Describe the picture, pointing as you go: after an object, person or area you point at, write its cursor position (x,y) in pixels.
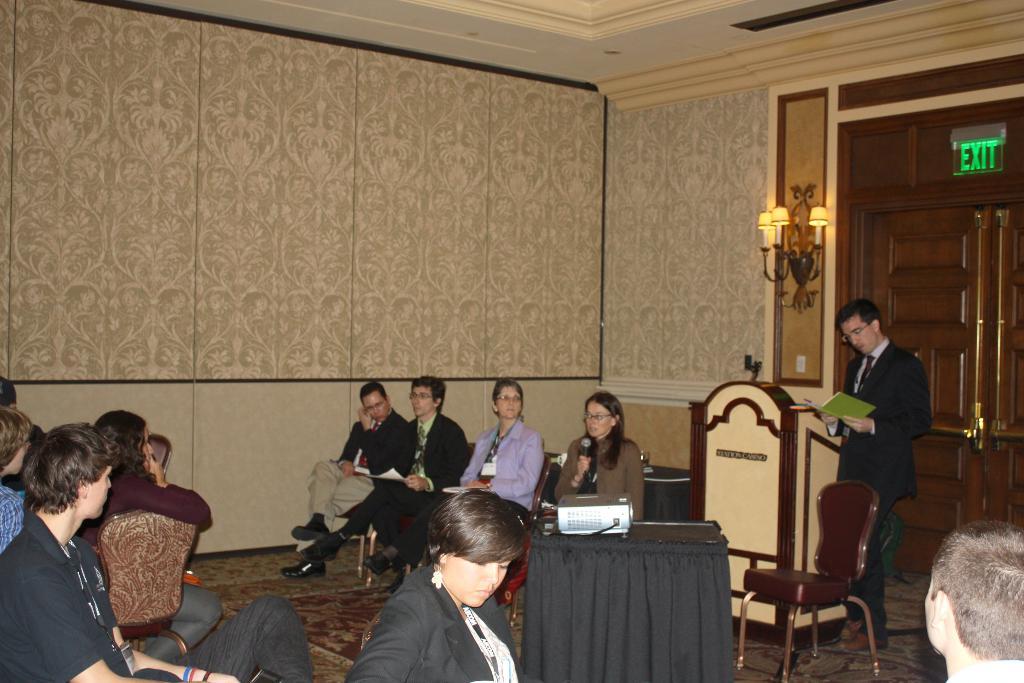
In this picture there are group of peoples (206,503) those who are sitting on the chairs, there are four people (415,466) those who are sitting in front of the audience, there is a table (655,538) at the right side of the image (750,587) and a chair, there is a big door (963,370) at the right side of the image (970,355) on which exit is written and the person (833,430) who is standing at the right side of the image (857,385) is studying his book (830,409).
